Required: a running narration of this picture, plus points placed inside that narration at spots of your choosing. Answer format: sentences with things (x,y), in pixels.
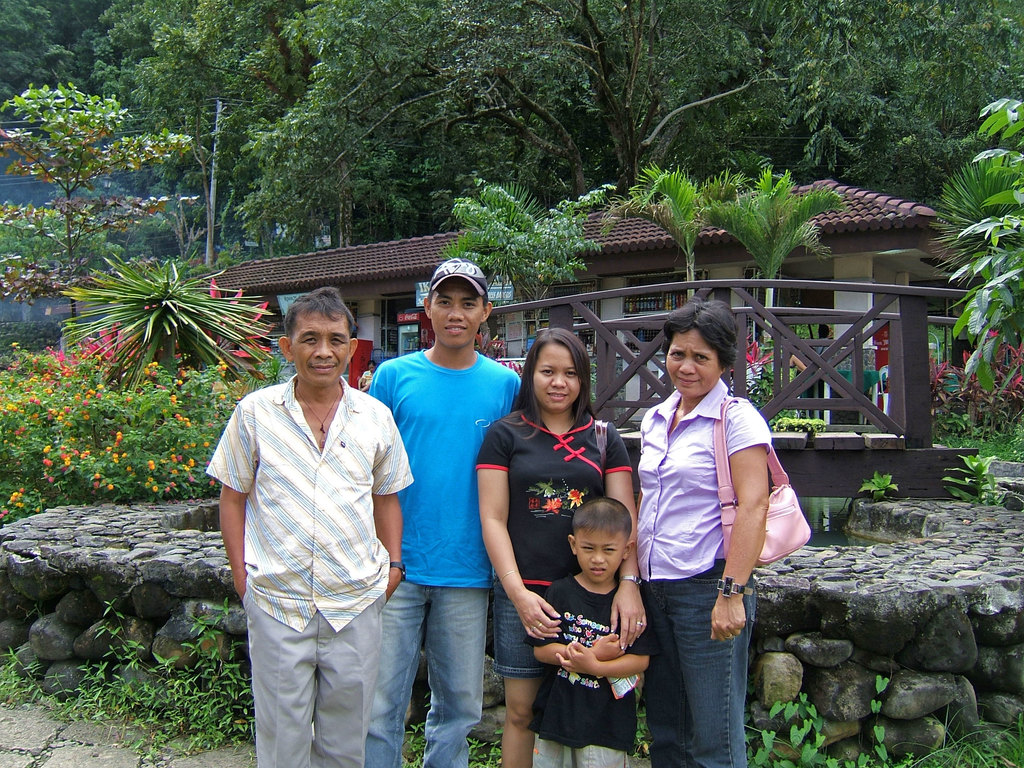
In this image we can see a group of people (598,528) standing. A boy (603,678) is holding an object (617,680) in the image. We can see a lady (659,725) wearing a handbag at the right side of the image (731,338). There are many trees (980,289) and plants (980,289) in the image. We can see a bridge (888,437) in the image. We can see some water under the bridge (880,462). There is an electrical pole (215,133) and few cables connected to it. There are many flowers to a plant (183,433) at the left side of the image (183,415).
